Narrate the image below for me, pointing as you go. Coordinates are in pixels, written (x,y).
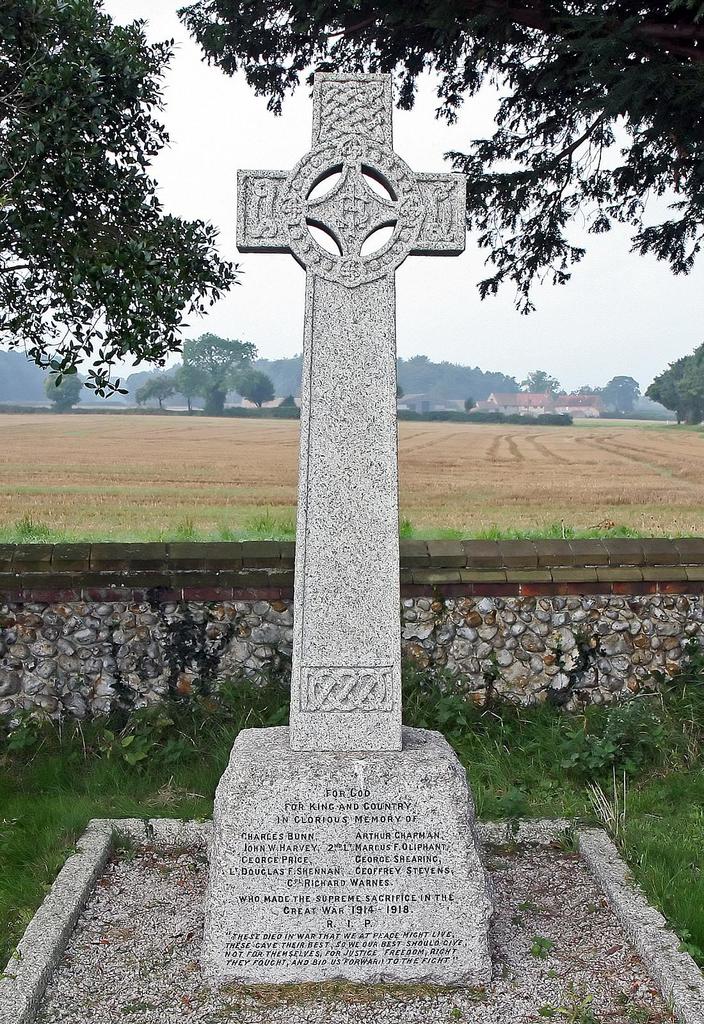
In this picture there is a sculpture (324,610) in the foreground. At the back (268,605) there are trees (684,40) and buildings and there is a wall (608,541). At the top (233,166) there is sky (255,123). At the bottom (614,762) there is grass (523,762).
